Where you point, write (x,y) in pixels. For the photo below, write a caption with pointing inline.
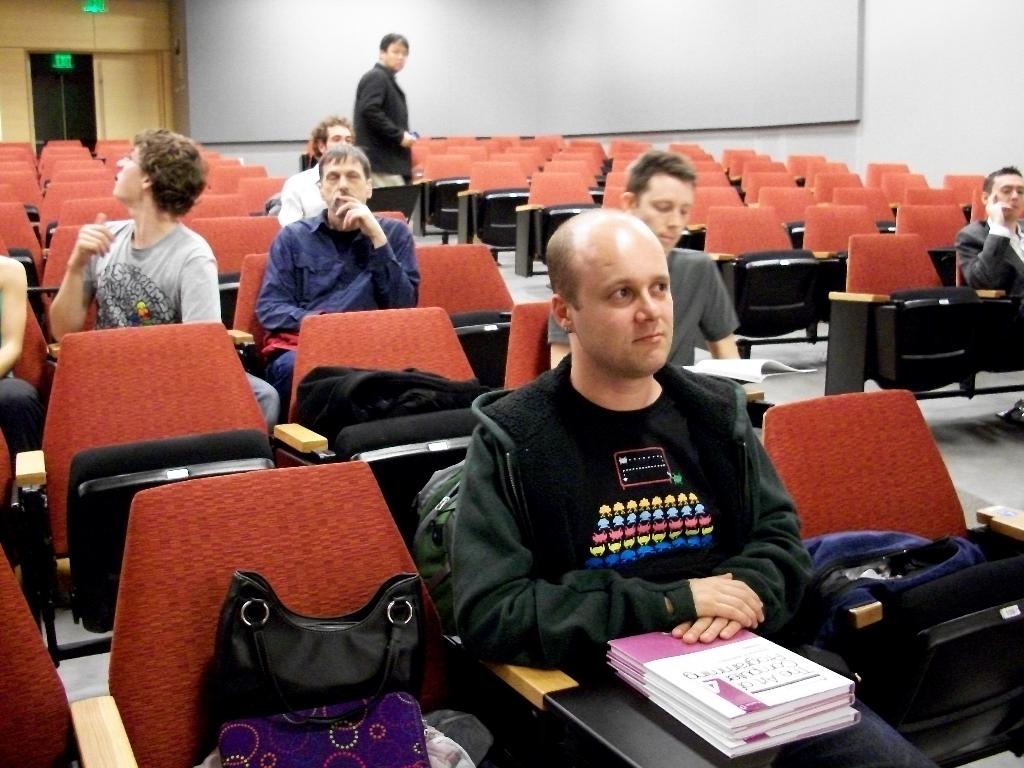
It looks like a seminar hall (823,375) there are some people (660,308) sitting on the chair (417,182) and in between there is a person (377,83) standing. The person (604,565) who is sitting in the front (639,541) row is holding some books (691,650) and there are some bags (344,721) on his either side in the background (75,60) there is a exit room (61,67) and white color wall (906,42).
